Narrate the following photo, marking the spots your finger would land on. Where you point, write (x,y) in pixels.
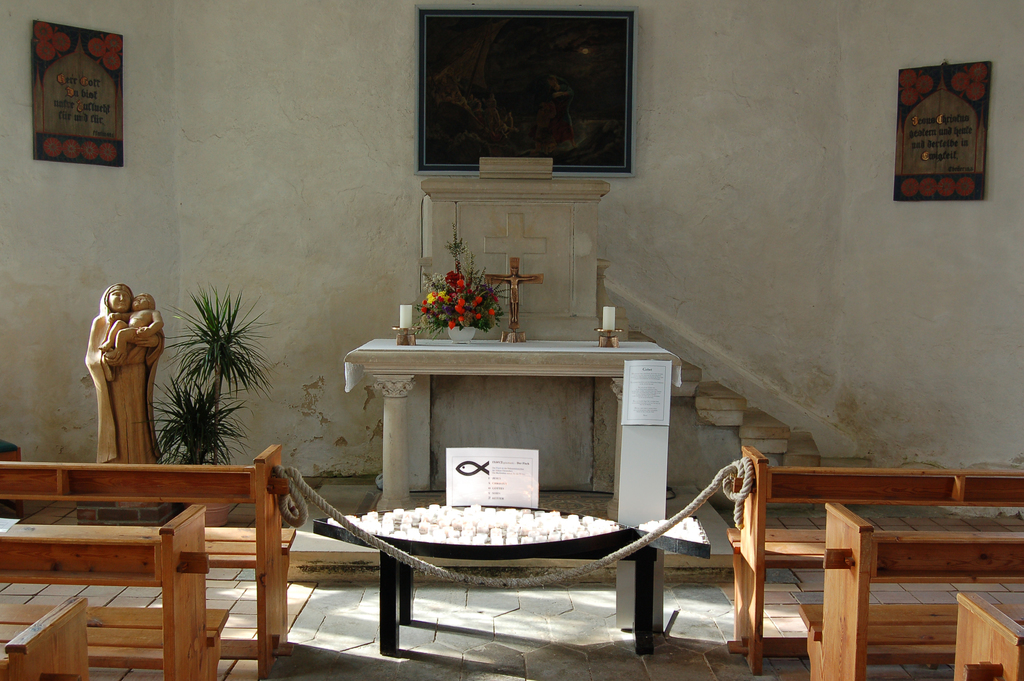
In this image, on the right side (831,495) and on the left side (98,549), we can see some benches (739,606) which are attached with a white color rope (285,496) in the middle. In the middle of the image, we can also see a table (638,584), on the table (317,527), we can see some white color object (494,521). On the left side (226,376), we can also see a sculpture (134,432), plants (199,418). In the background (627,357), we can see a table (616,431), on the table (656,356), we can see a paper (634,412) which is attached to it and a flower pot (454,329) with some flowers (456,311), cross (499,279) and two candles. In the background (423,168), we can also see a black color board (630,147) and two frames (919,172) which are attached to a wall (362,226).
